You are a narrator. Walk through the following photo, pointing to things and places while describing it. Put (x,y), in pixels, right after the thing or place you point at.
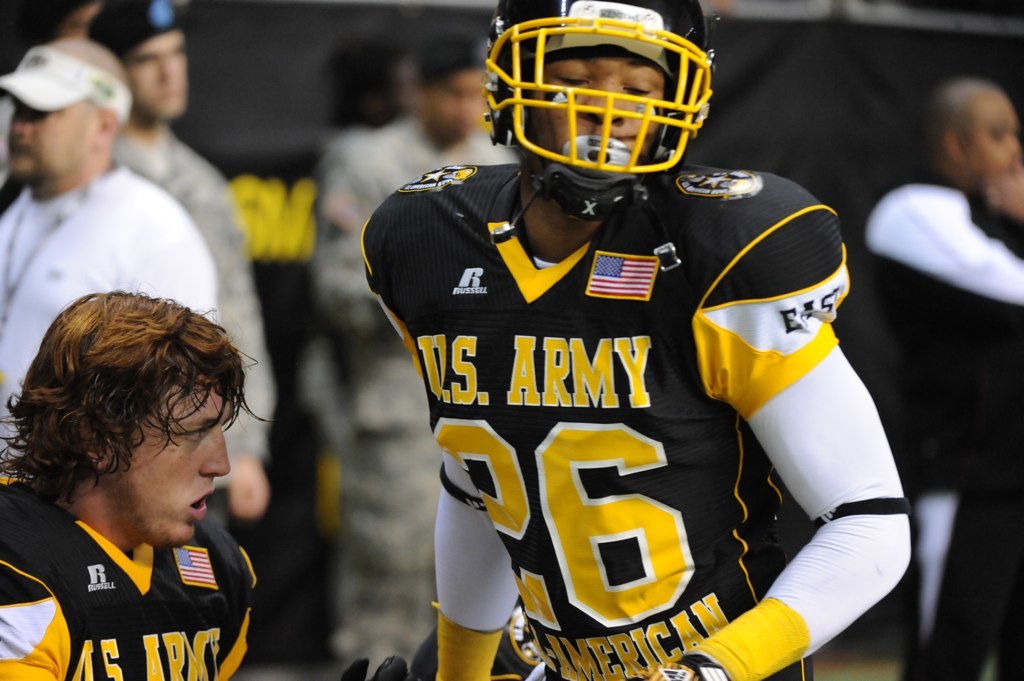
In this image we can say this person (508,209) wearing black T-shirt (551,375) and helmet (607,49) is standing and here we can see another person (212,554). The background of the image (35,131) is slightly blurred, where we can see a few more people (68,250).
